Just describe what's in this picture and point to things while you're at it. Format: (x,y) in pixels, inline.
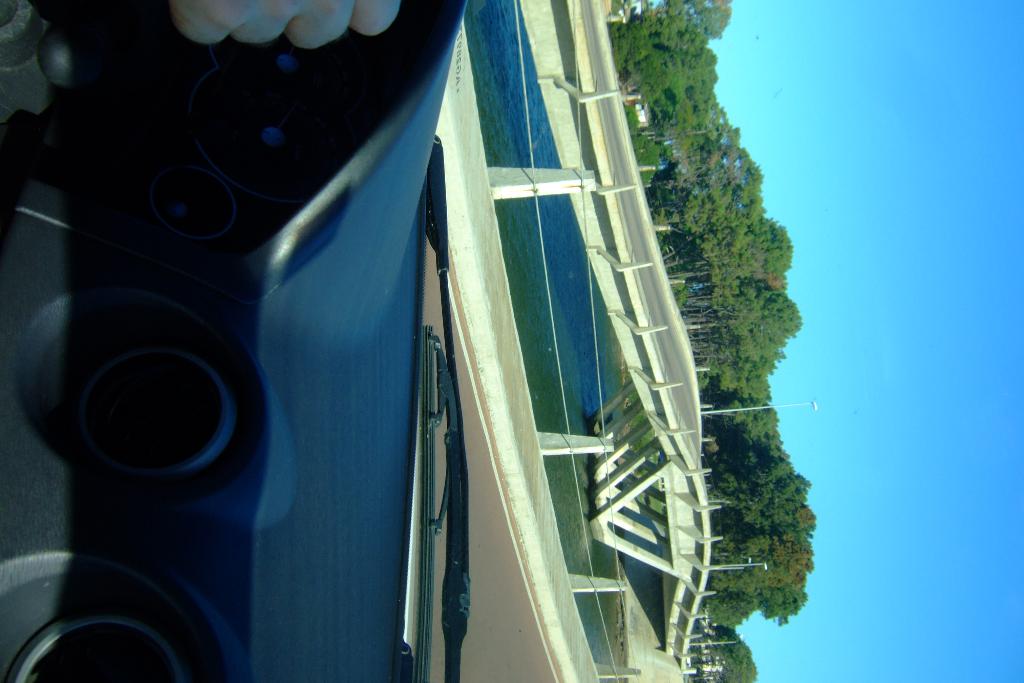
In this image I can see few trees (750,491), bridge (627,303), poles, fencing (579,444) and the water (576,361). In front (216,500) I can see the inner part (302,362) of the vehicle (302,362).
